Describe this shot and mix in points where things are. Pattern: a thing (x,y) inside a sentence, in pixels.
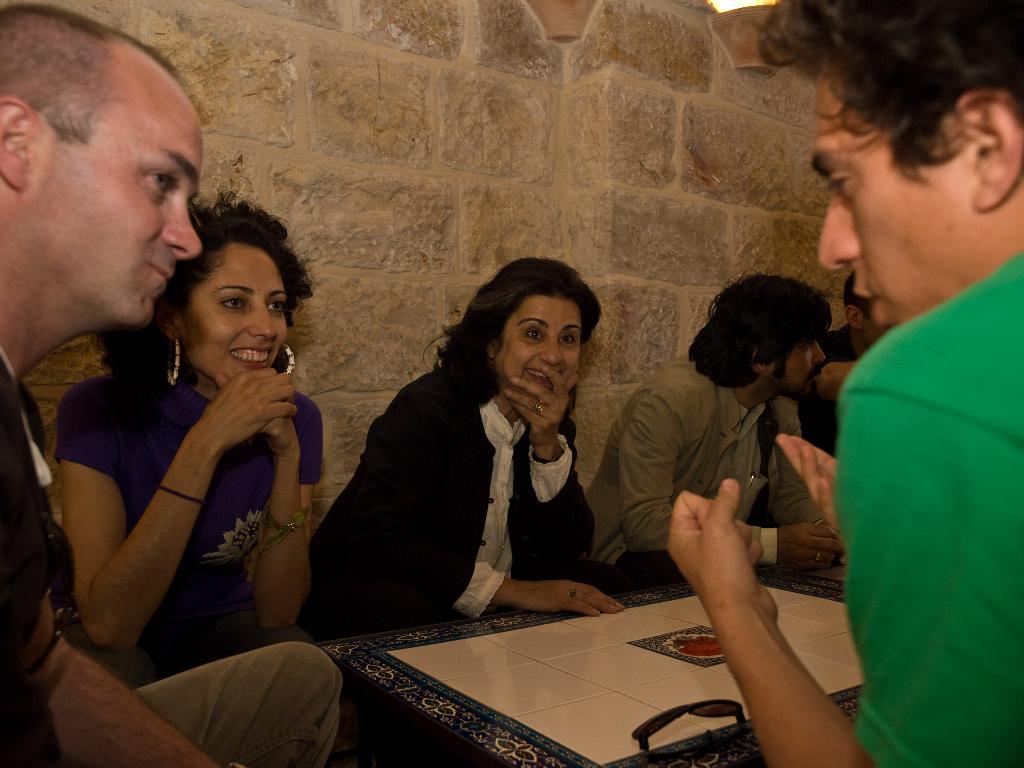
in this picture there is a table (709,679) on the right side of the image (692,687) and there are people (147,575) those who are sitting around it, it seems to be they are talking.
